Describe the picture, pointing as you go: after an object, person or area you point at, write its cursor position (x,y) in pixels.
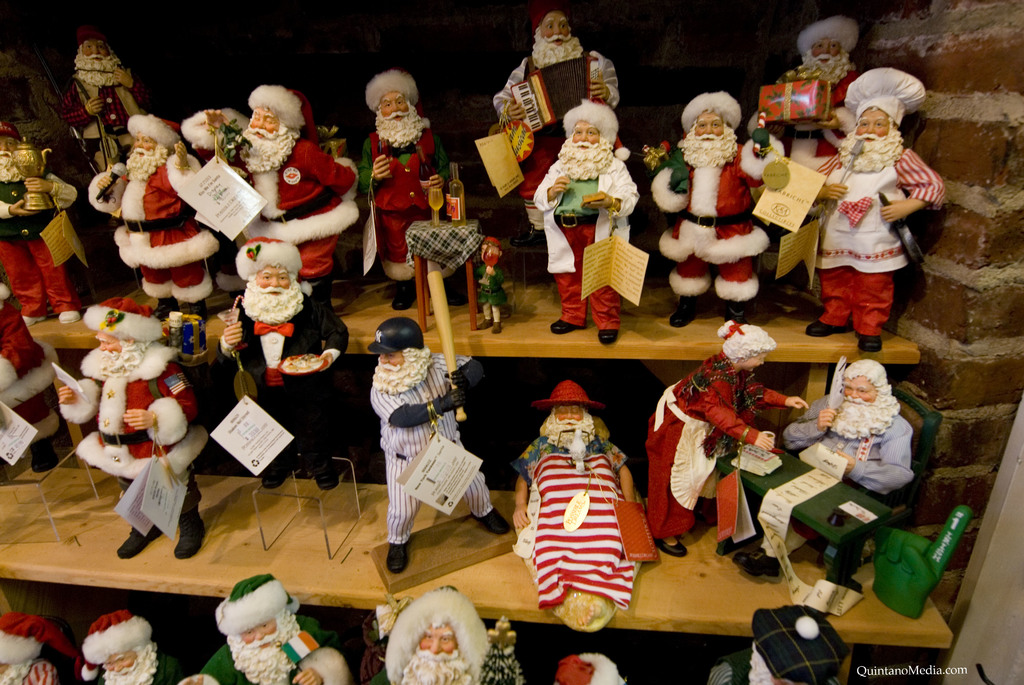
In this image, we can see some toys (811,508) on wall shelf (815,560).
